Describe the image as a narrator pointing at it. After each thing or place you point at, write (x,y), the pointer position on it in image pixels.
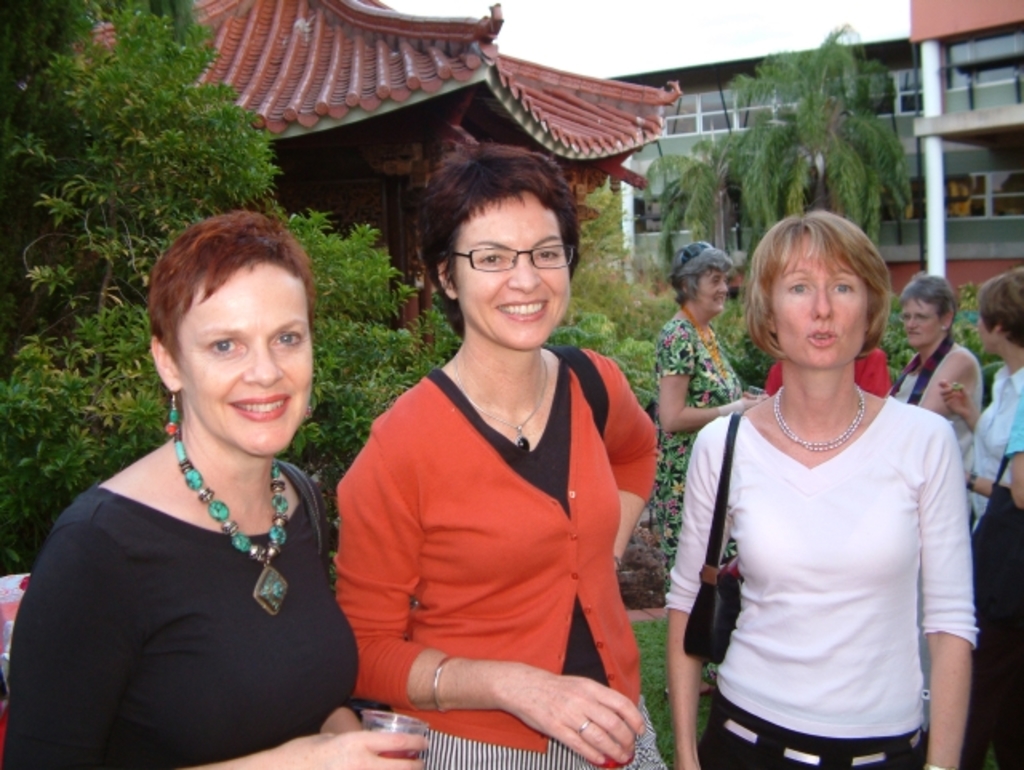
In this image there are three women (911,441) are standing on the grassland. Woman (190,669) wearing a black top (94,751) is holding a glass (425,725) in her hand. Woman (786,556) wearing white top (786,556) is carrying bag (719,574). Woman (561,549) at the middle of image (560,499) is having spectacles (530,258). Right side (995,621) there are few persons (1007,434) standing on the grass land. Behind them there are few plants (599,346), trees (886,187). Behind it there are few buildings (442,105). Top of it there is sky (601,39).
